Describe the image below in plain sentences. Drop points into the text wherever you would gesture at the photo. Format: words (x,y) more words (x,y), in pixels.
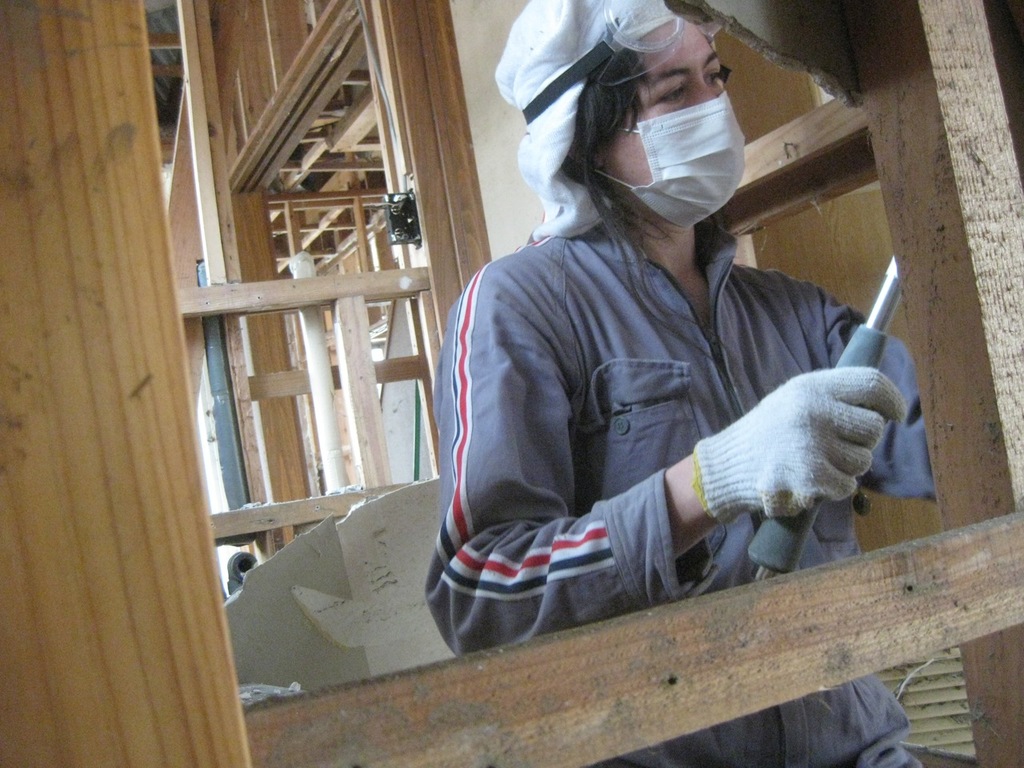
In this image we can see a person (630,470) standing holding a metal rod (768,552). We can also see the wooden frames (239,719), a fan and a wall (443,647).
